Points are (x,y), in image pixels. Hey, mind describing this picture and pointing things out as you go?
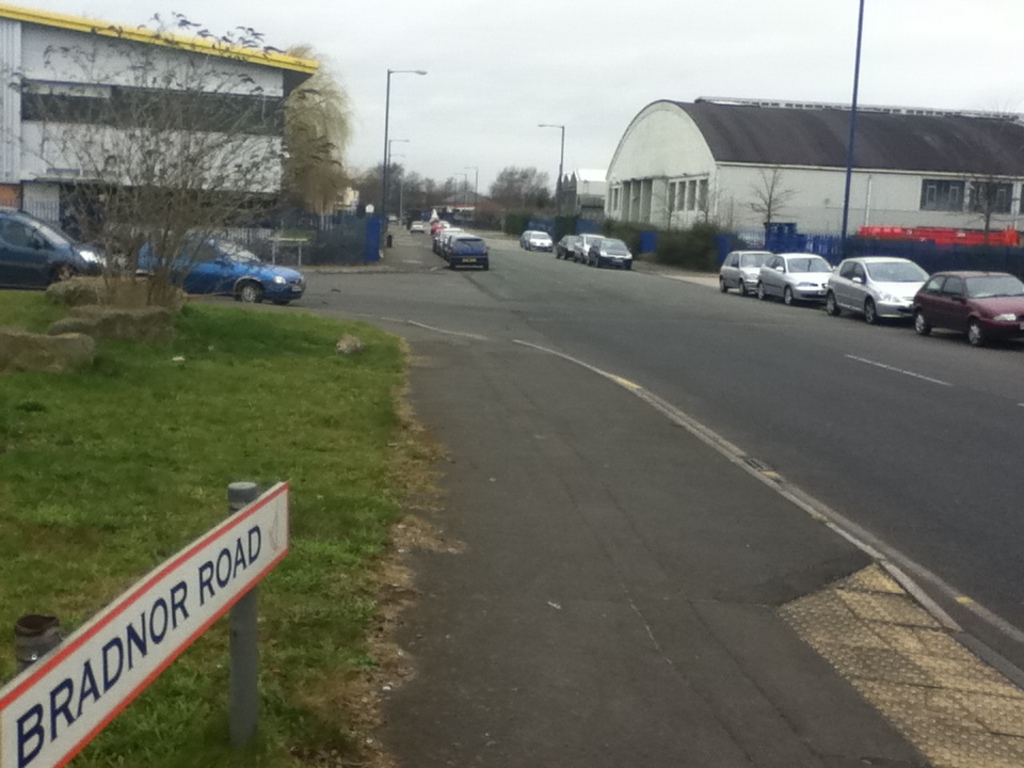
In this image there is a road (689,401), on that road (533,284) there are cars (871,315), on the left side (164,420) there is grass (190,366) and a plant (150,272) and there is a board (189,573), on that board (194,564) there is some text (200,588), in the top left (72,167) there is a building (245,137), in the top right (880,106) there is a shed (682,150), in the background (442,71) there are poles (386,153), trees (319,183) and a sky (398,132).
